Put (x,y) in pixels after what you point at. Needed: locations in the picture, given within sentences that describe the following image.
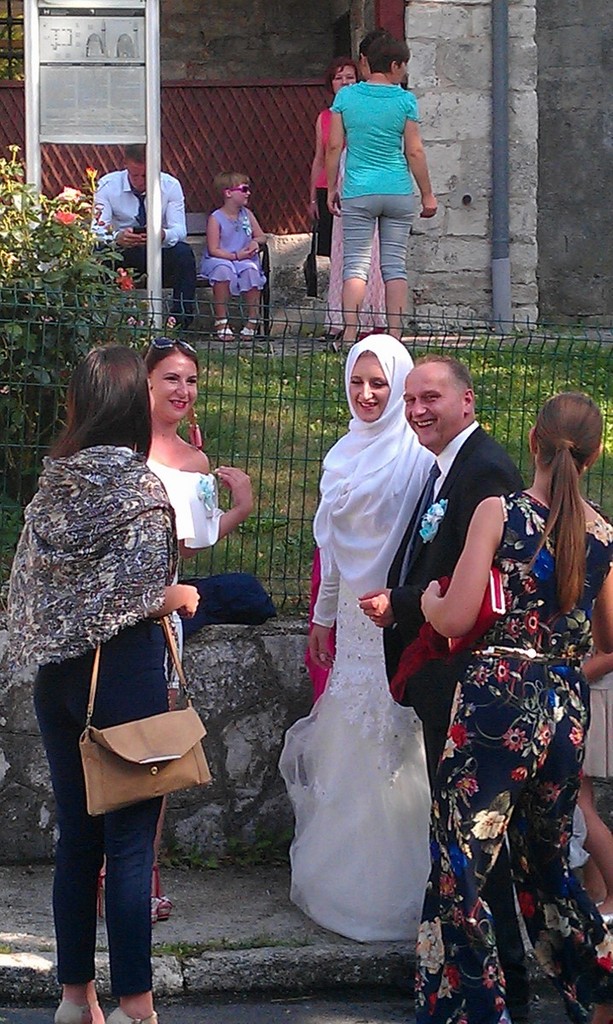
In the bottom of the image (68,708), there are five persons (611,588) standing. In the top of the image (432,198) middle, there are four persons (392,264). Two of them are standing and two of them are sitting on the bench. In the background (261,18), there is a wall (546,6) of cement stones (601,154). In front of that there is a board (120,106). In the middle of the background (81,241), there is a grass (277,379) of green in color and rose plants (93,266). This image is taken on the road side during day time.
